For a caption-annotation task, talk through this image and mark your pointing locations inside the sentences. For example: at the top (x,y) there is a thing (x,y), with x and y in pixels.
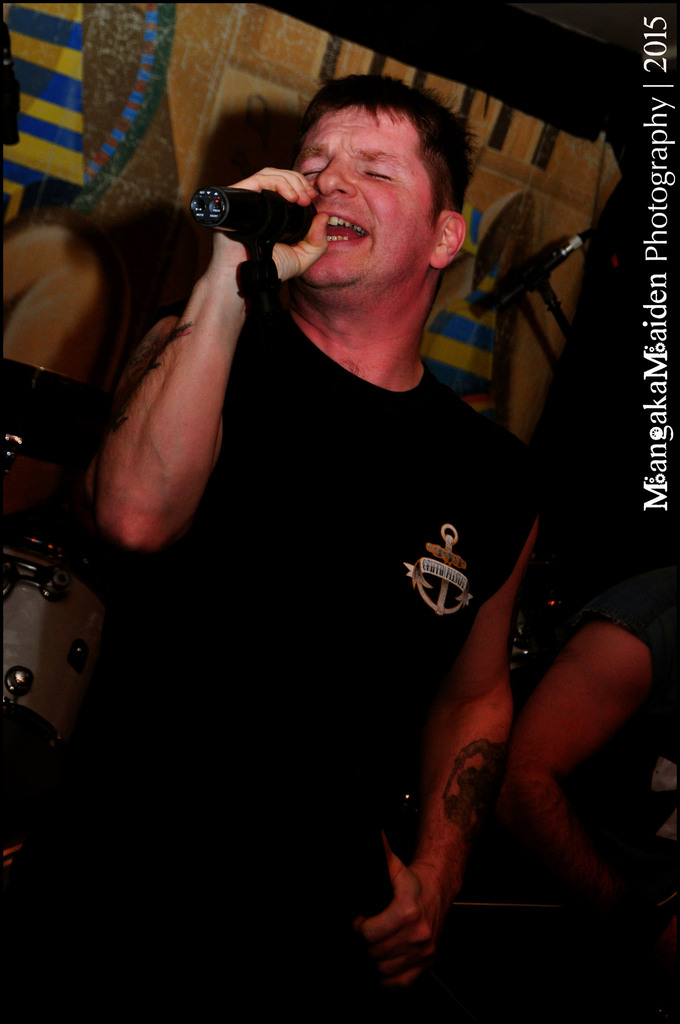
This image consists of a man (278,382) singing in a mic (216,190). He is wearing a black dress (198,715). In the background (205,44), there is a curtain (451,91). To the left (45,740), there is a drum (17,704).
